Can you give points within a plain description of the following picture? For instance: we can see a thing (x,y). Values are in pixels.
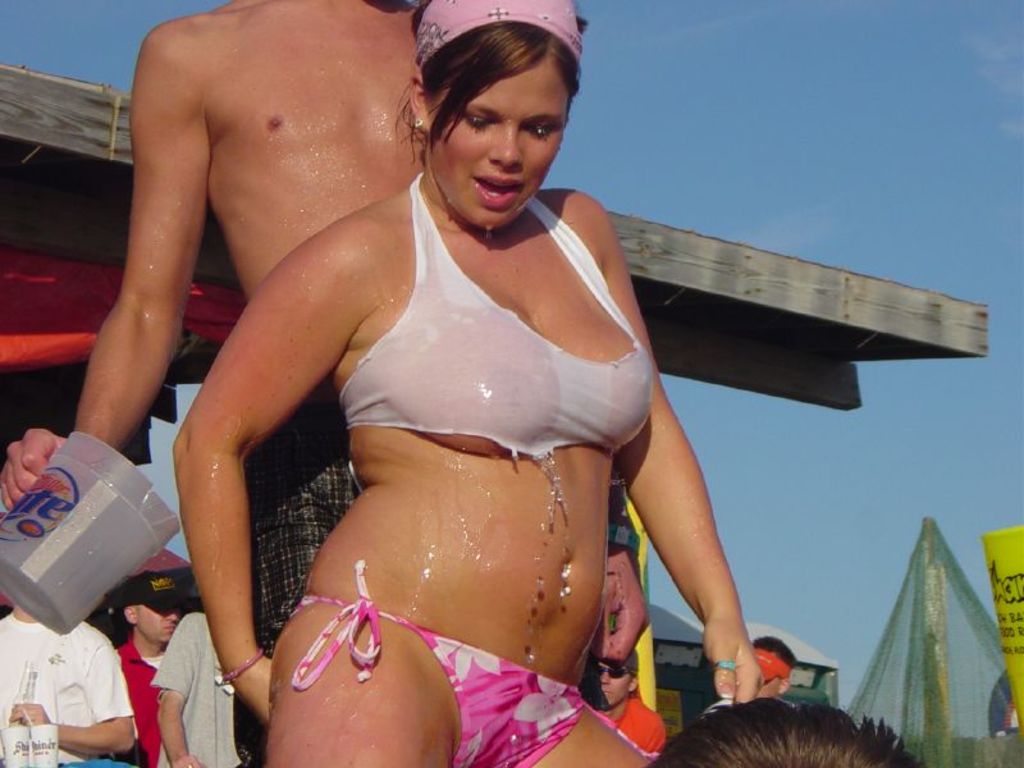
In this image in the front (394,277) there is a woman (483,430) standing and behind the woman (411,312) there is a man (298,216) standing. In the background (919,695) there are persons (617,597), there is a tent (889,670) and there is a roof (714,286).
